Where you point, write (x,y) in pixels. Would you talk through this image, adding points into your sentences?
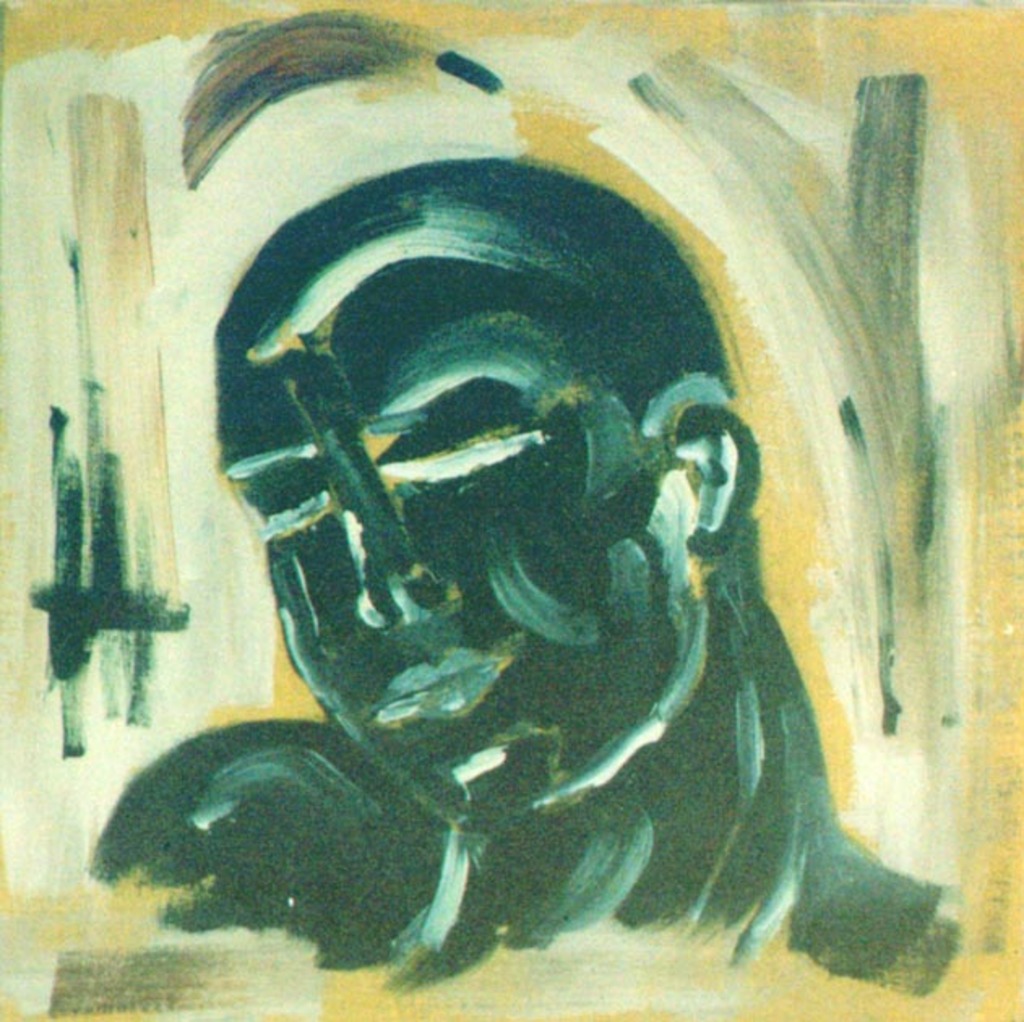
This image consists of an art (505,653) of a human (439,684).
